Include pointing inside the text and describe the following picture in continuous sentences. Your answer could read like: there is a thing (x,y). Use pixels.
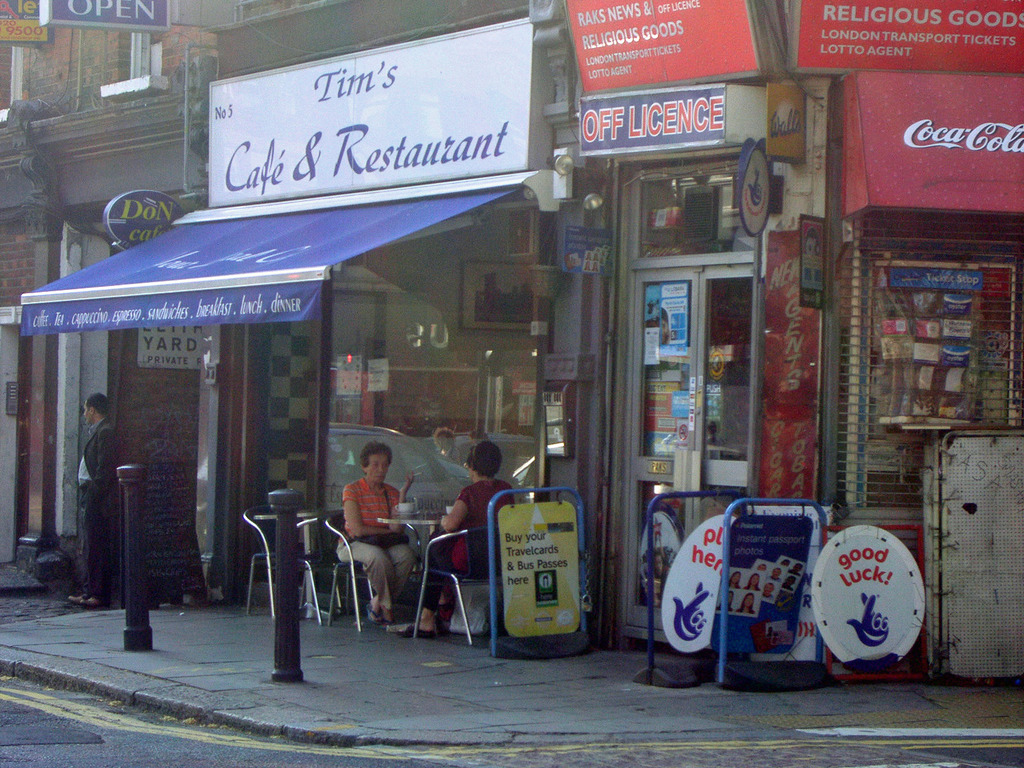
In this image, I can see two persons (395,555) sitting on the chairs (360,568) and a person (104,559) standing. There are shops (409,150) with name boards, glass doors (646,434), and posters (664,428). I can see two tables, empty chairs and poles (287,538) on the pathway (274,696).
